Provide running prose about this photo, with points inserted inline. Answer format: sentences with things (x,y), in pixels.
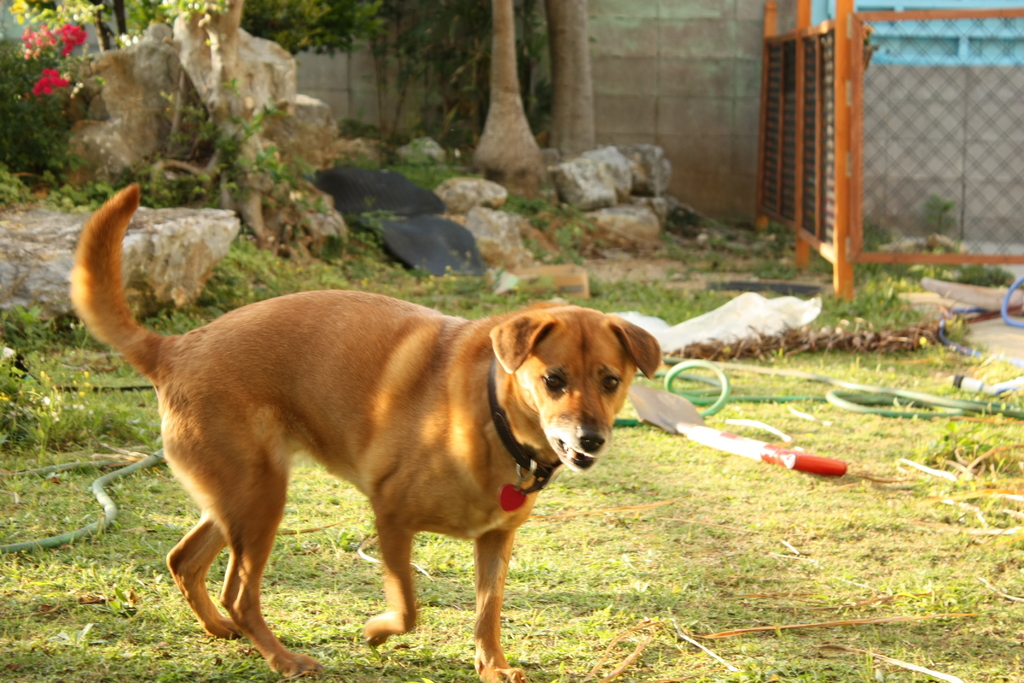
There is a brown dog (412,403) with a collar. On the ground (218,567) there is grass (726,580), pipe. In the back (175,230) there are rocks (175,230), trees (440,51). Also there is a wooden wall (811,127).
